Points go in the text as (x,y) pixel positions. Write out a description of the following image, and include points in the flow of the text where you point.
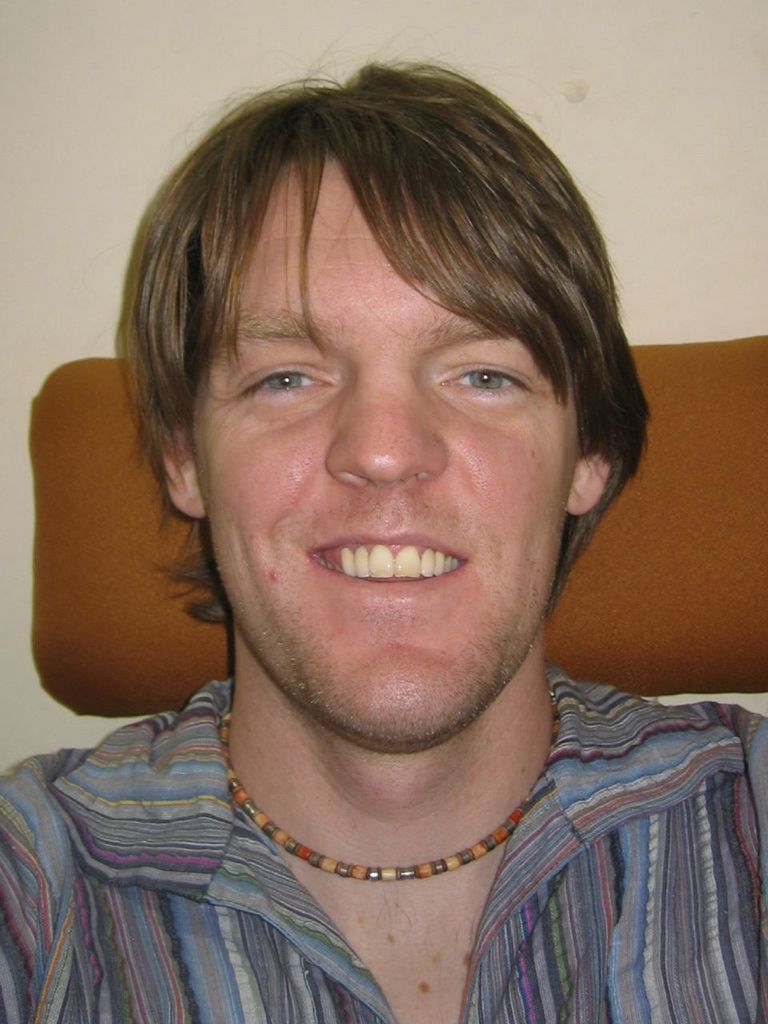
In the center of the image (296,435) we can see a man (328,616) is sitting on a chair (164,536) and smiling. In the background of the image (49,724) we can see the wall (174,9).
